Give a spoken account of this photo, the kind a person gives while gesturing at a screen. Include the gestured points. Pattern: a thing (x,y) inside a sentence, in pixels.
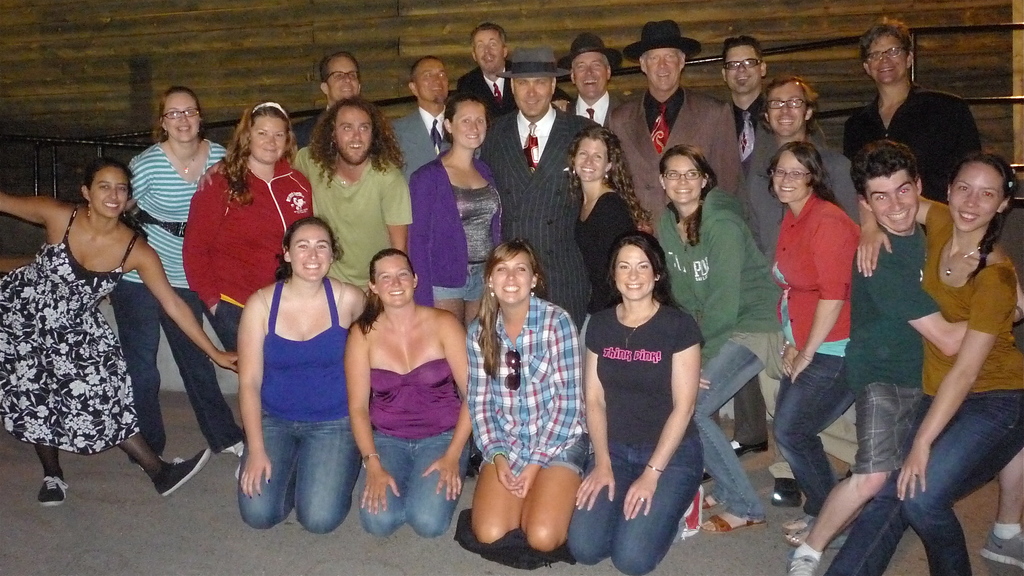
There is a group of people (393,191) here. Some are standing and some are on their knees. And all are having a smiles on their faces (402,289). In the background (70,133) we can see a railing (68,142) and a wall (210,65).
